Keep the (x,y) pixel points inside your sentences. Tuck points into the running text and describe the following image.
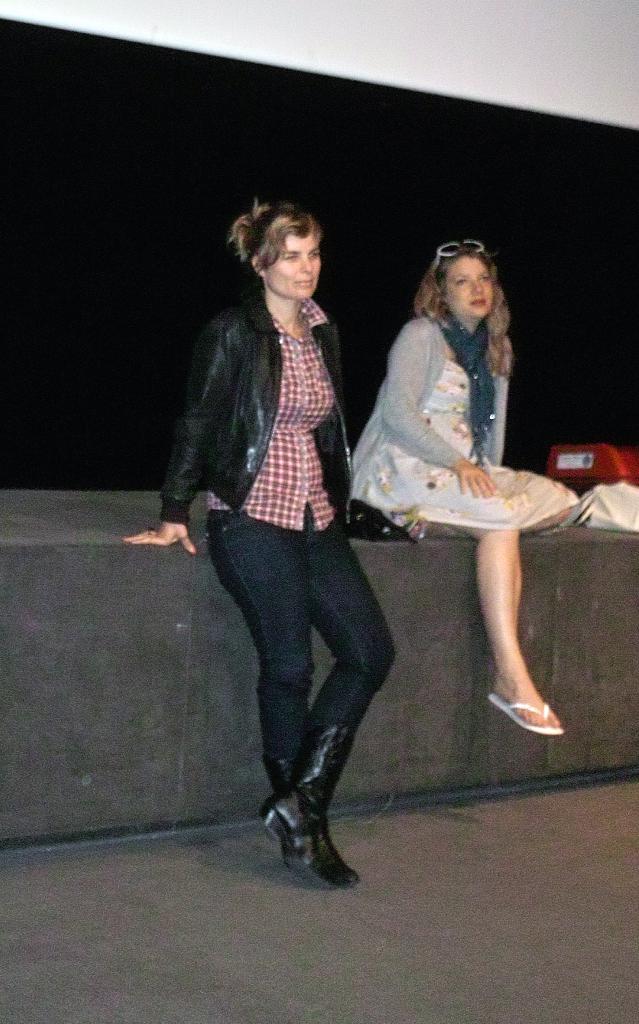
In this image we can see a woman (342,711) standing on the floor (339,836) and the other woman (495,562) sitting on the pavement (417,570). In the background (363,143) we can see walls (117,471).
